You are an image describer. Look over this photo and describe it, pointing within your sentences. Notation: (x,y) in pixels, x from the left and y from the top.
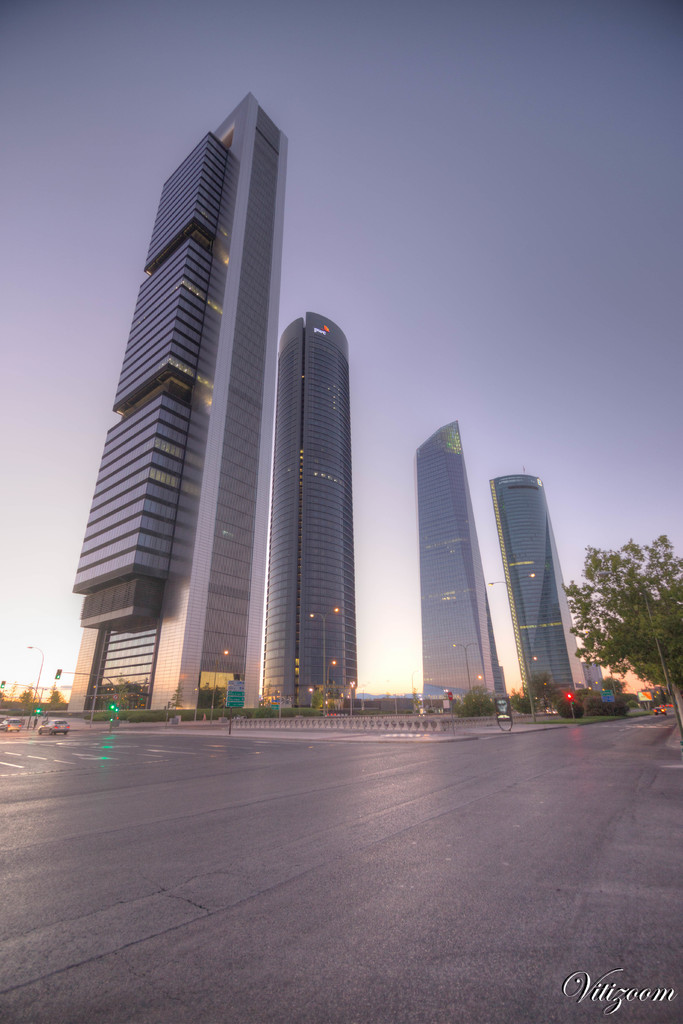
In this image we can see there is a road (459,821). At the center of the image (297,566) there are buildings (469,601). On the right side (618,651) there is a tree (660,667). In the background (496,281) there is a sky (562,339).
